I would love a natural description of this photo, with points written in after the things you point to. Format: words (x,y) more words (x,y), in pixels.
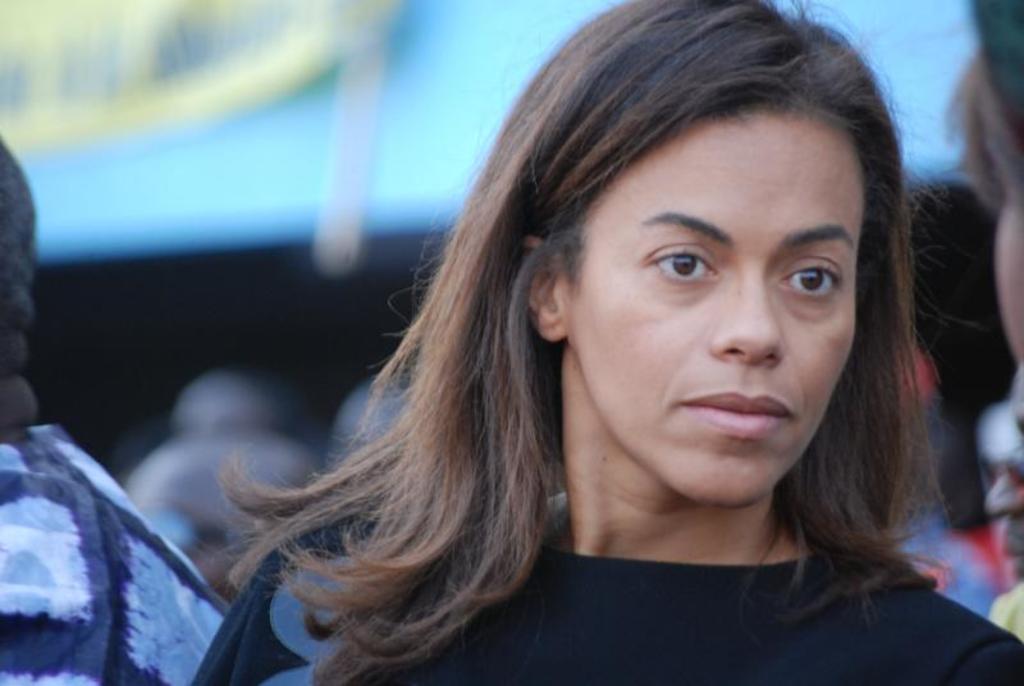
Bottom right side of the image (706,572) a woman (745,312) is standing. Behind her few people (224,504) are standing.
